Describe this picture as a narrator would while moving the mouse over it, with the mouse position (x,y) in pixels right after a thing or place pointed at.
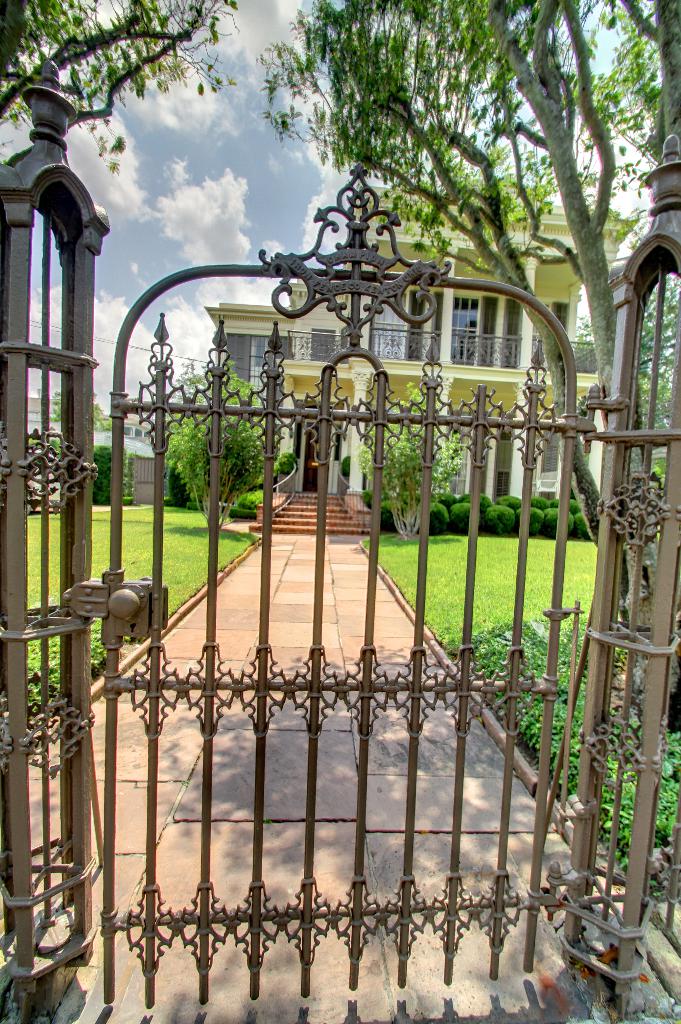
In the background (271,185) we can see sky (283,180) with clouds (211,219) and a building (364,381) with pillars (355,381). Here we can see a gate (103,600). Near to the building (453,403) we can see stairs (308,500), grass (545,571), plants (565,658) and trees (194,480).
